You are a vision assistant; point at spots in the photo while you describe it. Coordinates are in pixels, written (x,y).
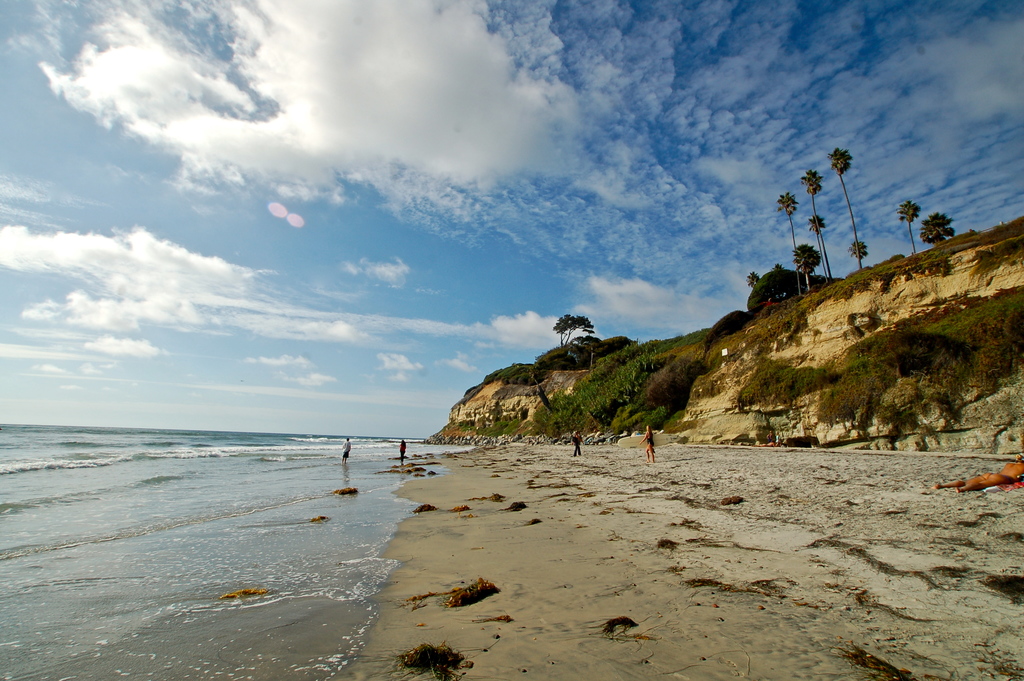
In this image we can see a group of people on the seashore (590,548). We can also see large water body (208,511), a group of trees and some plants (610,393) on the hill (856,424) and the sky (520,317) which looks cloudy.
